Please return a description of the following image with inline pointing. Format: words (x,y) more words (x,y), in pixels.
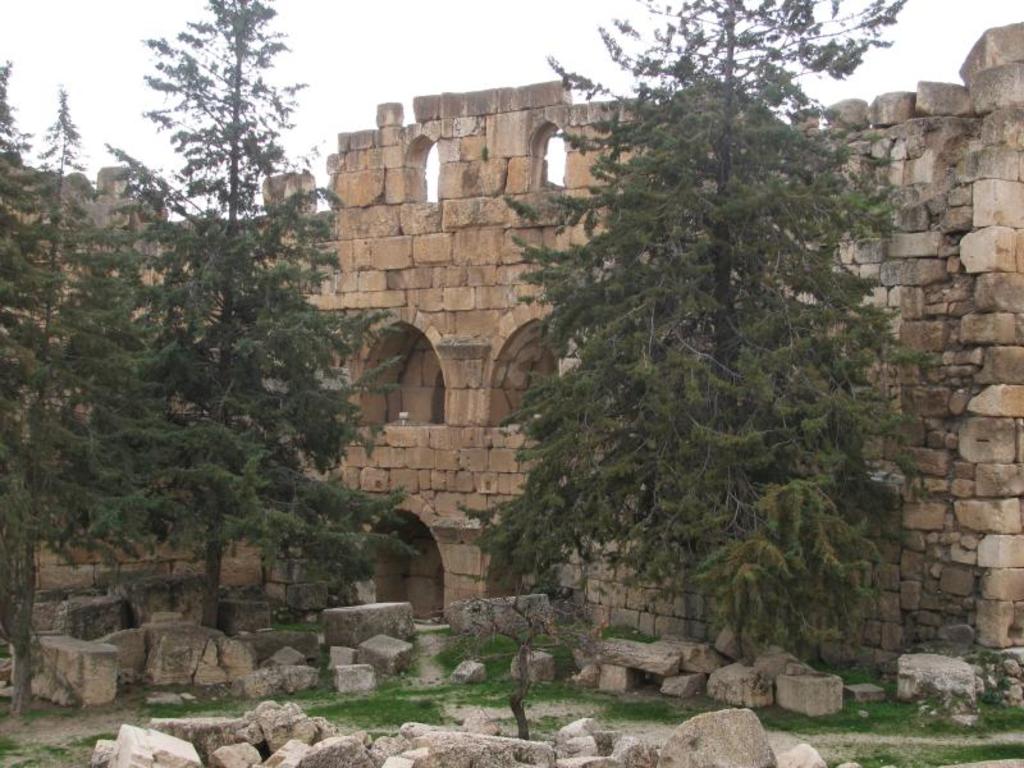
There is a fort (916,402) and in front of the fort (474,390) there are few trees (317,440) and some cement blocks (181,639) are falling around the fort (407,503) and there is a grass (664,702) in between them.
